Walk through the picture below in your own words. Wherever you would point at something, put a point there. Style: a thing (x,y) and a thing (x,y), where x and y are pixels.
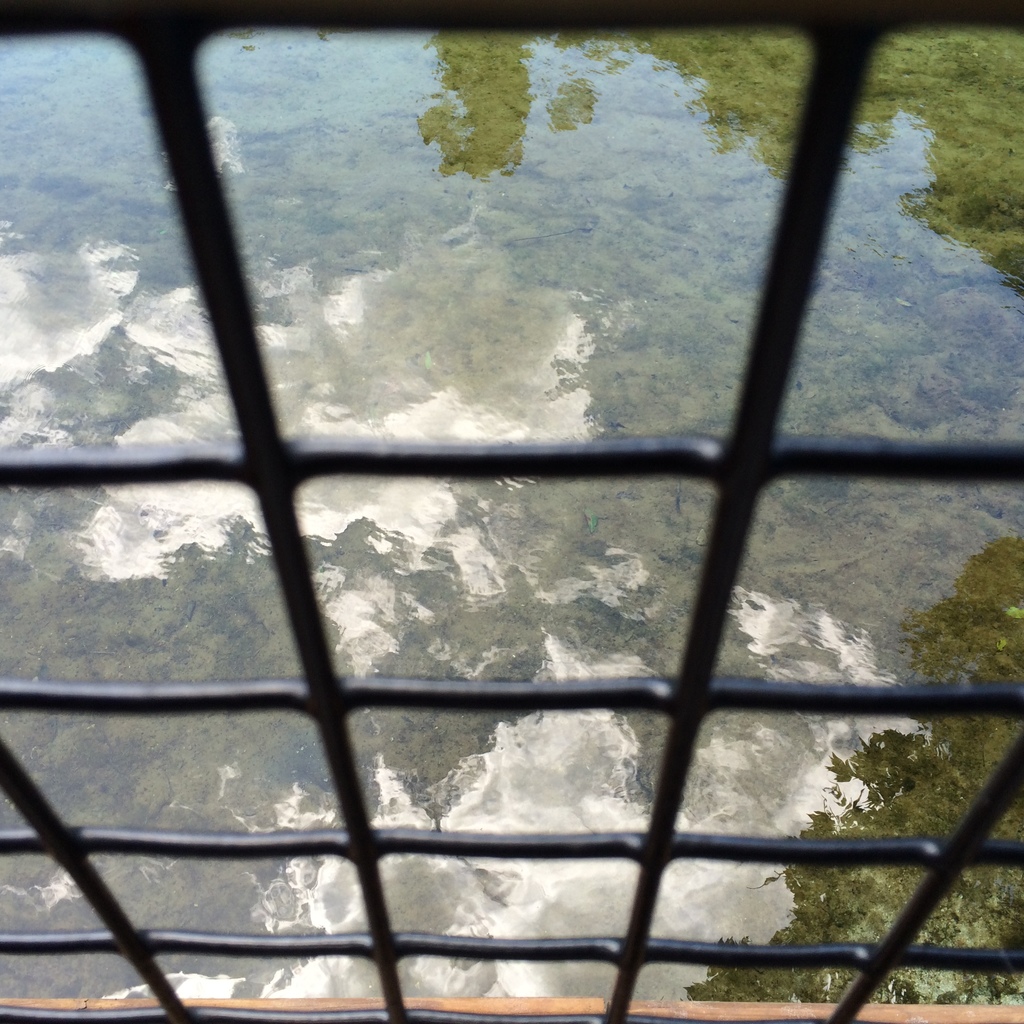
This image consists of a grille (256,950) through which we can see the water (183,503). And we can see the reflection (958,996) of the trees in the water (620,433).
